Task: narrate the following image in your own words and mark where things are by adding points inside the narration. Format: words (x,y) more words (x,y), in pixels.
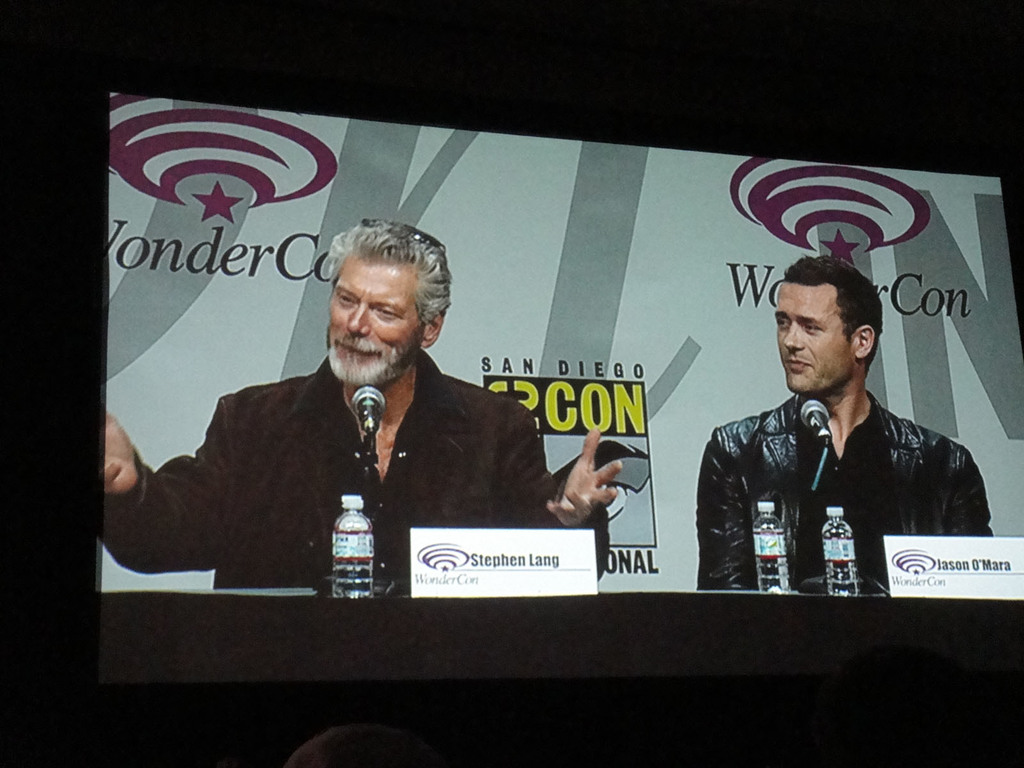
There is a screen (455,333) and in the screen (384,398) there are two men (796,405) sitting and behind the men (423,463) there is a banner (639,154), in front of the screen (313,674) there are two people (826,718).
